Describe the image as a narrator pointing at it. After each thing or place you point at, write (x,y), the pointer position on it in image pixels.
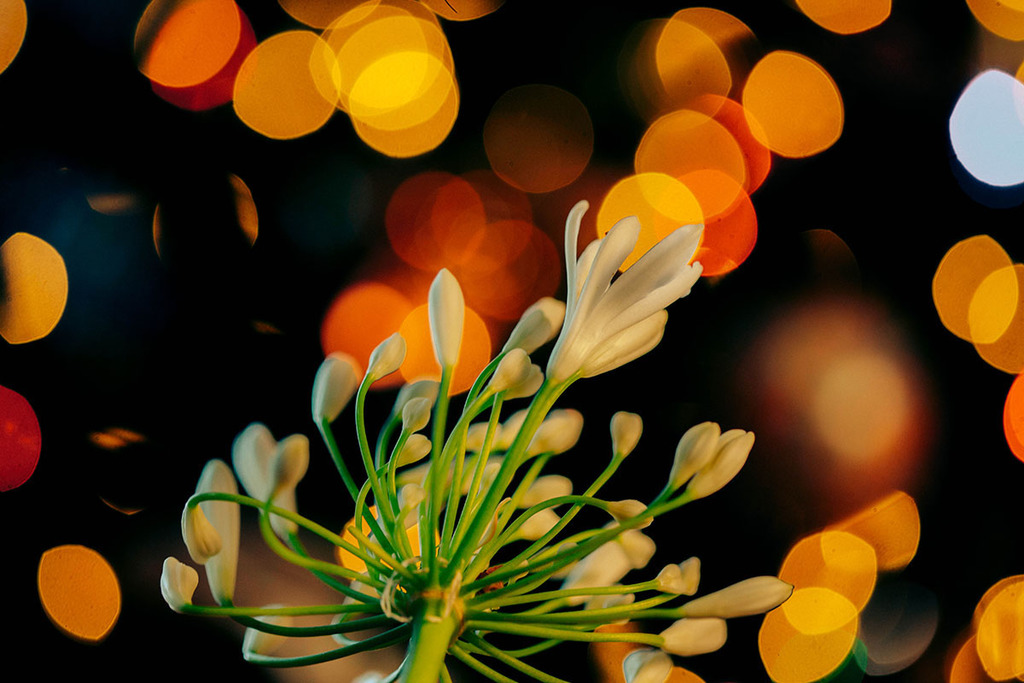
In this image I can see a flowering plant (534,408), lights (526,240) and a dark color. This image is taken may be during night.
